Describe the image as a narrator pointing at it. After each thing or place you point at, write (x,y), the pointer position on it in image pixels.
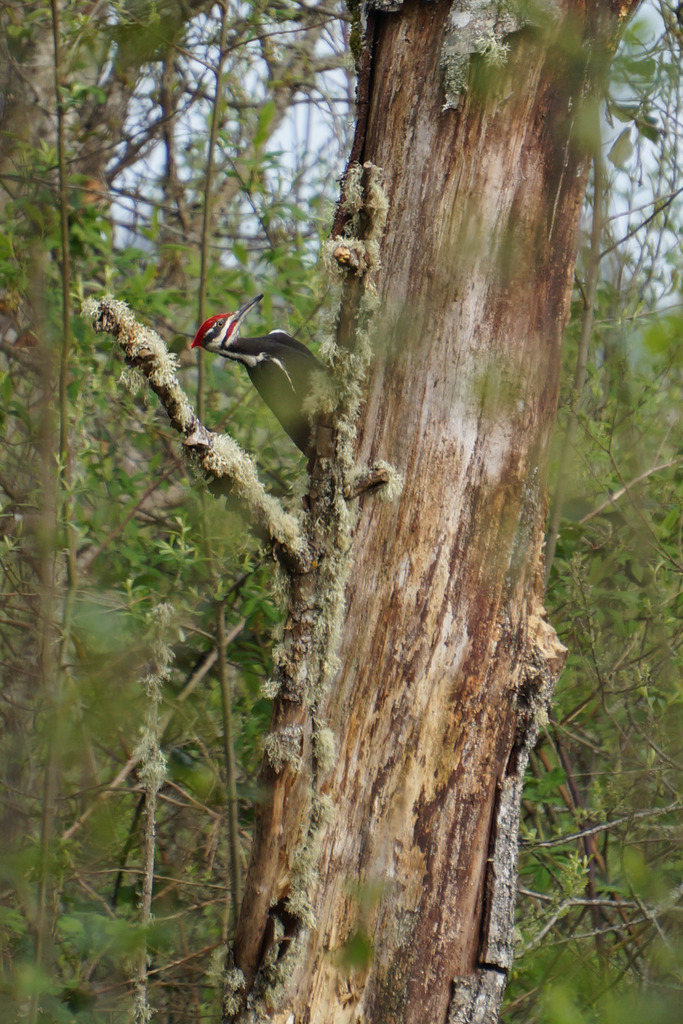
In the picture there is a tree (327,427) and there is a woodpecker (253,367) sitting on the branch (316,403) of a tree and in the background (45,599) there are plenty of trees (660,469) and sky (194,85).
